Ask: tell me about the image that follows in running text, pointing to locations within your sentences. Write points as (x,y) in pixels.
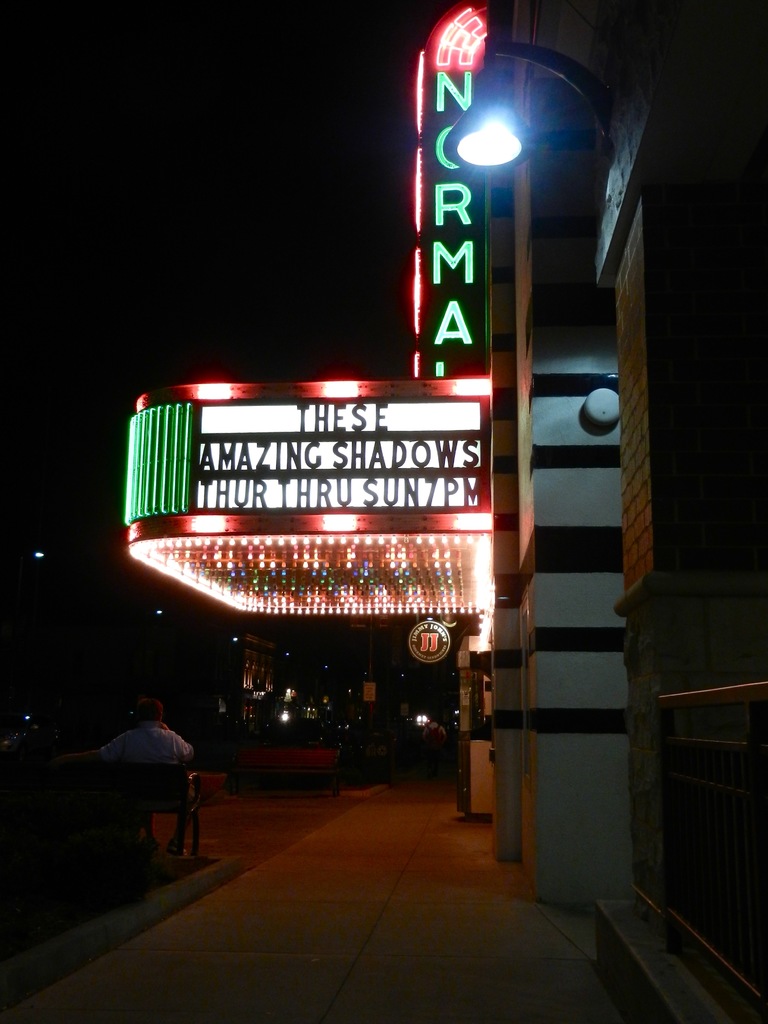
In the foreground of the picture (574,270) we can see board (435,344), light (415,331), text (410,493), person (160,753), chair (162,795), building (727,446), footpath (332,920). In the background (253,671) there are buildings (245,710), roads (317,740) and light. At the top (320,112) there is sky (384,108).
